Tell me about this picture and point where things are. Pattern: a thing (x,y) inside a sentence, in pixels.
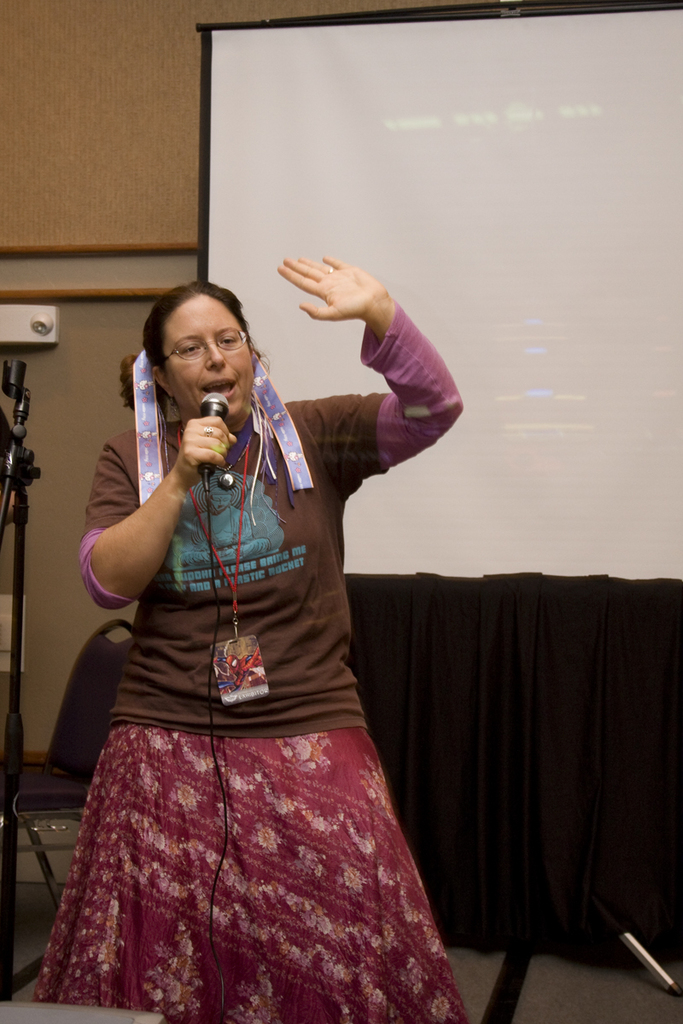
In this image there is a woman (300,579) standing. She is holding a mike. Left side there is a stand (12,691). Beside there is a chair (84,771). Right side (460,166) there is a screen (456,319) having some text (512,118) displayed on it. Background (20,55) there is a wall (137,118).
